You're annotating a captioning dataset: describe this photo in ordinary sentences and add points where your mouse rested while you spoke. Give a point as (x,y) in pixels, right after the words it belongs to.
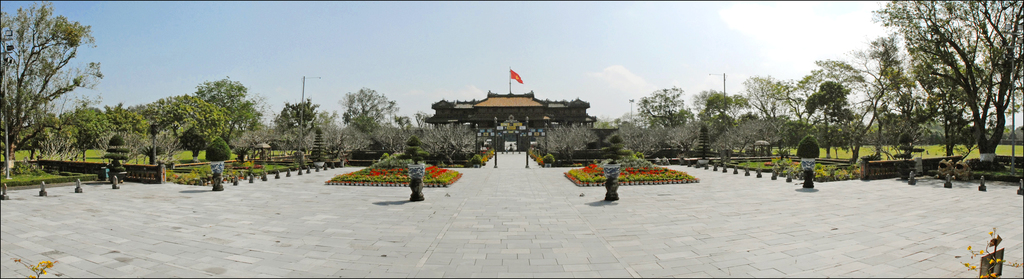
In this image we can see a house (491,118) with flag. There are trees (993,129), plants (445,153), grass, flower pots (610,179). At the bottom of the image (302,231) there is floor (312,247). At the top of the image (403,30) there is sky (446,43).
